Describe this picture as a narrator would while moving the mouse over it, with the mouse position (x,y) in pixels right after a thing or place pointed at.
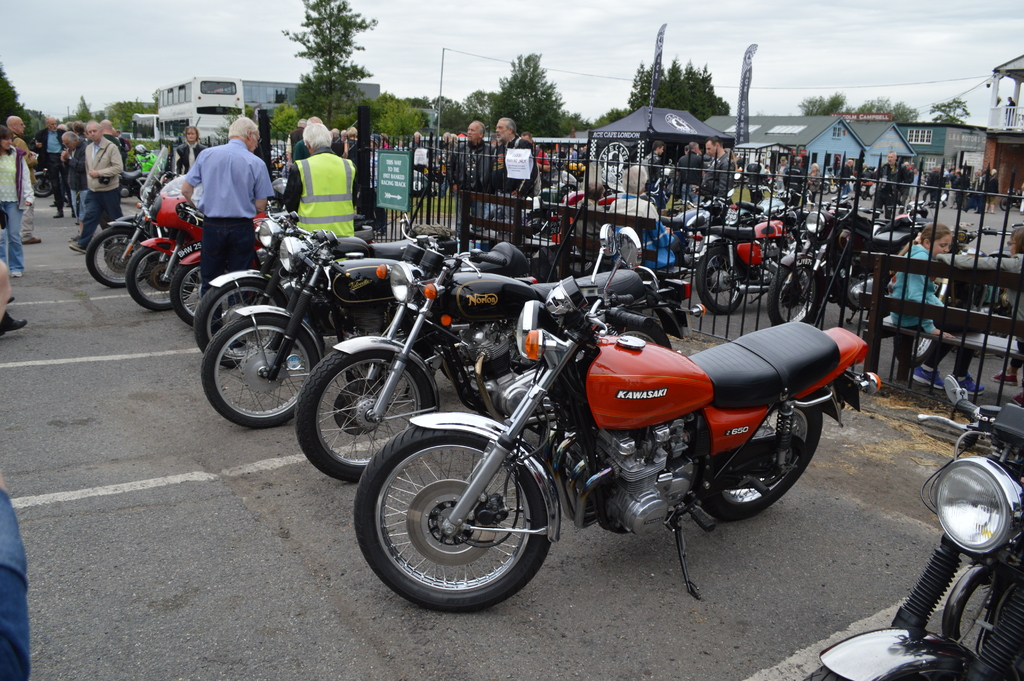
In this image we can see vehicles (489,516) on the road (507,654) at the fence (611,261) and few persons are standing and walking on the road (68,379) on the left side (241,230) and there are boards (512,150) on the fence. In the background (403,122) there are trees (350,113), buildings (257,88), poles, banners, vehicles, few persons (900,178) are standing on the road (994,368) and two persons (979,389) are sitting on a bench (979,335) at the fence (939,333) and clouds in the sky (304,1).
